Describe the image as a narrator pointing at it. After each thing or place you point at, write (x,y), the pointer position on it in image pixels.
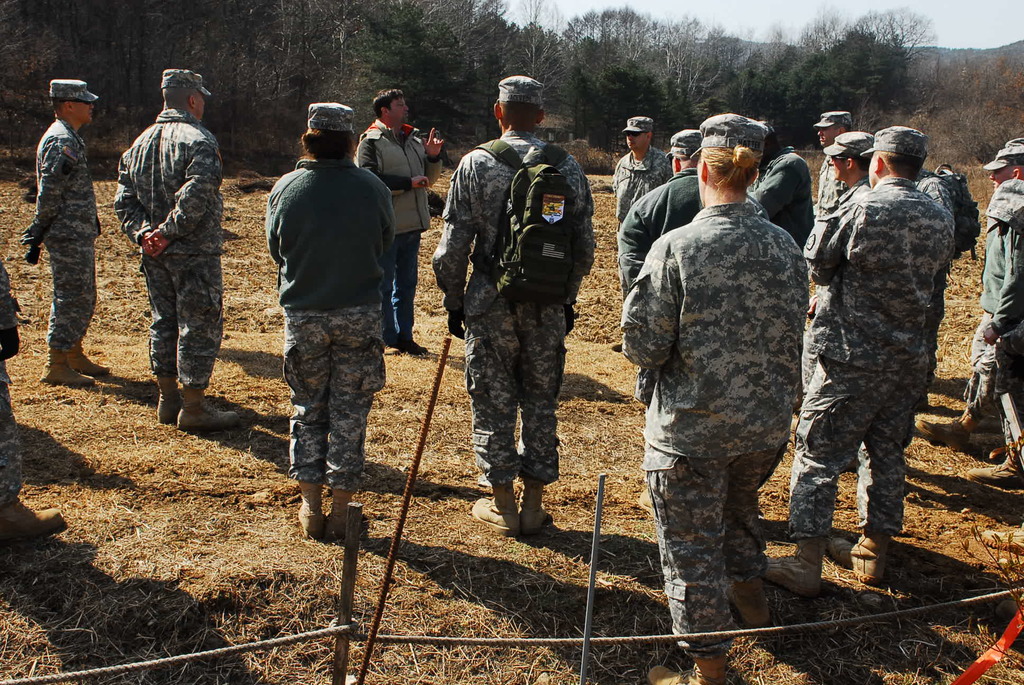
In this image there are group of officers (318,385) standing on the ground (446,473). In the background (327,34) there are trees (966,85). In the middle (397,283) there is a person (404,185) who is standing on the ground (412,359) is giving the instructions. At the bottom (590,613) there are poles (356,561) to which there are wires (682,637).
